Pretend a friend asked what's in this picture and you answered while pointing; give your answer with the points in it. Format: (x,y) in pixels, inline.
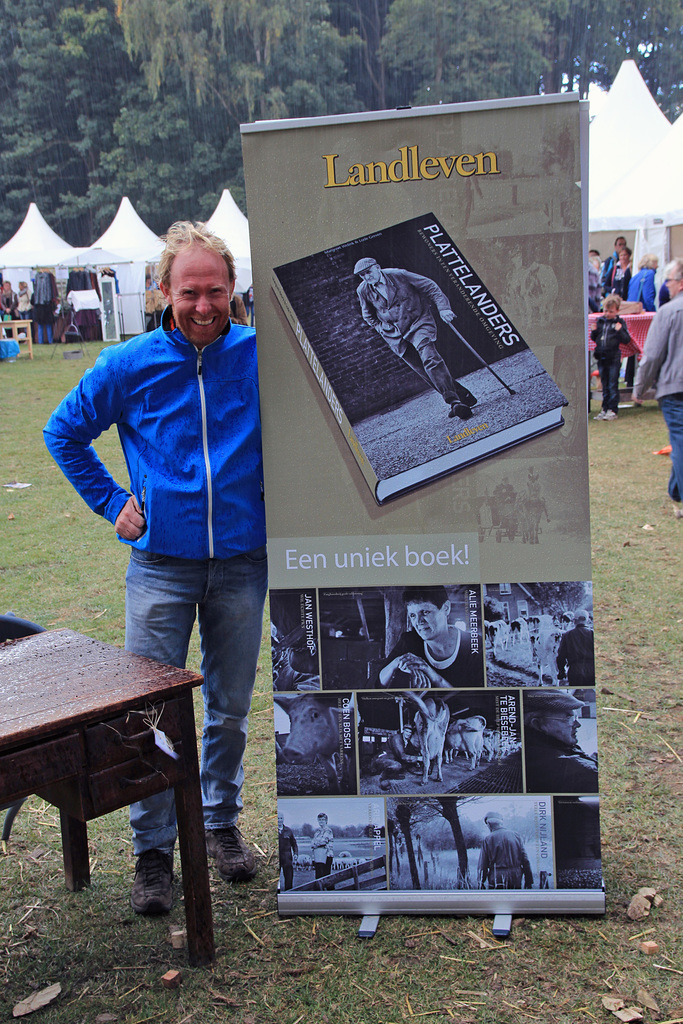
As we can see in the image, there are few persons (669,421) on the ground (117,454). The person (170,528) who is standing in the front (259,558) is next to a banner (437,645). In the front (24,746) there is a table (51,743). In the background (146,84) there are trees (212,83).
